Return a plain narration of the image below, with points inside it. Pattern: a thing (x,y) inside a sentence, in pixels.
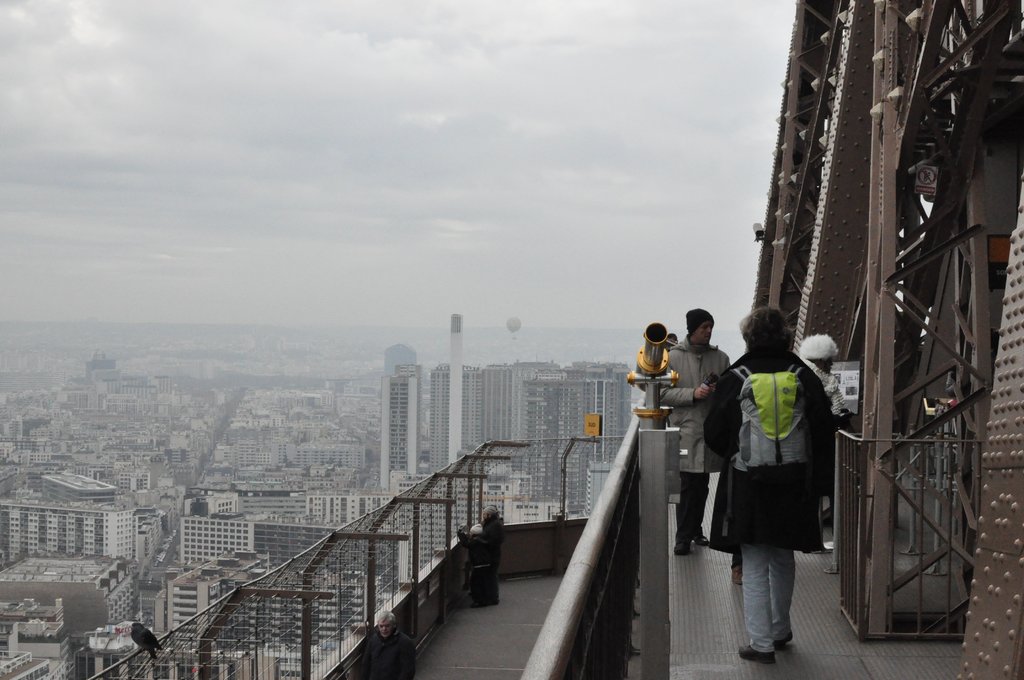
In this image I can see there are buildings (505,414). And there are persons (750,480) standing. And there is a fence (510,510), on the fence (130,664) there is a bird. And there is a balloon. And there is a pole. And at the top (437,195) there is a sky (519,178).
